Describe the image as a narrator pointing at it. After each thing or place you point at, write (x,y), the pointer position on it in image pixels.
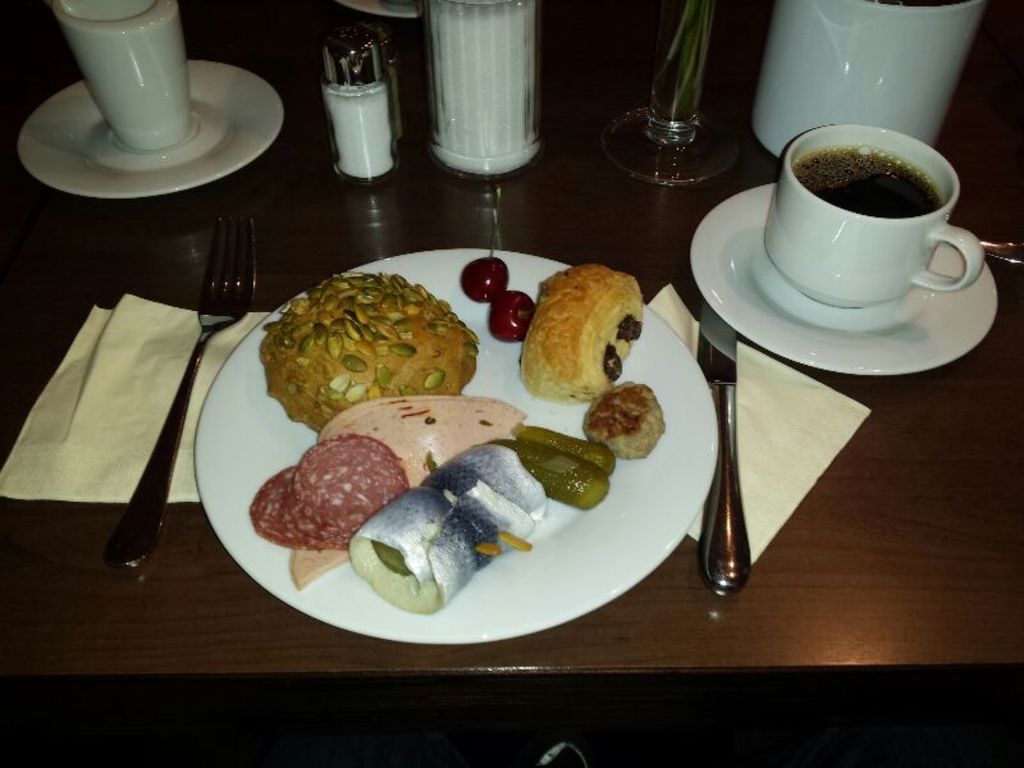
Food (421,319) is highlighted in this picture and it is presented on a plate (608,511). This plate (545,591) is kept on a table (874,565). Beside this plate (235,433) there is a fork (181,441) and the knife (726,396). This is a tissue (792,417) which is in white color. These are 2 cherries (505,316). In a cup (834,247) there is a coffee (923,193). This is a saucer (820,305). The table (879,387) is in brown color. This is a container (462,76). This is a jar (821,89).
